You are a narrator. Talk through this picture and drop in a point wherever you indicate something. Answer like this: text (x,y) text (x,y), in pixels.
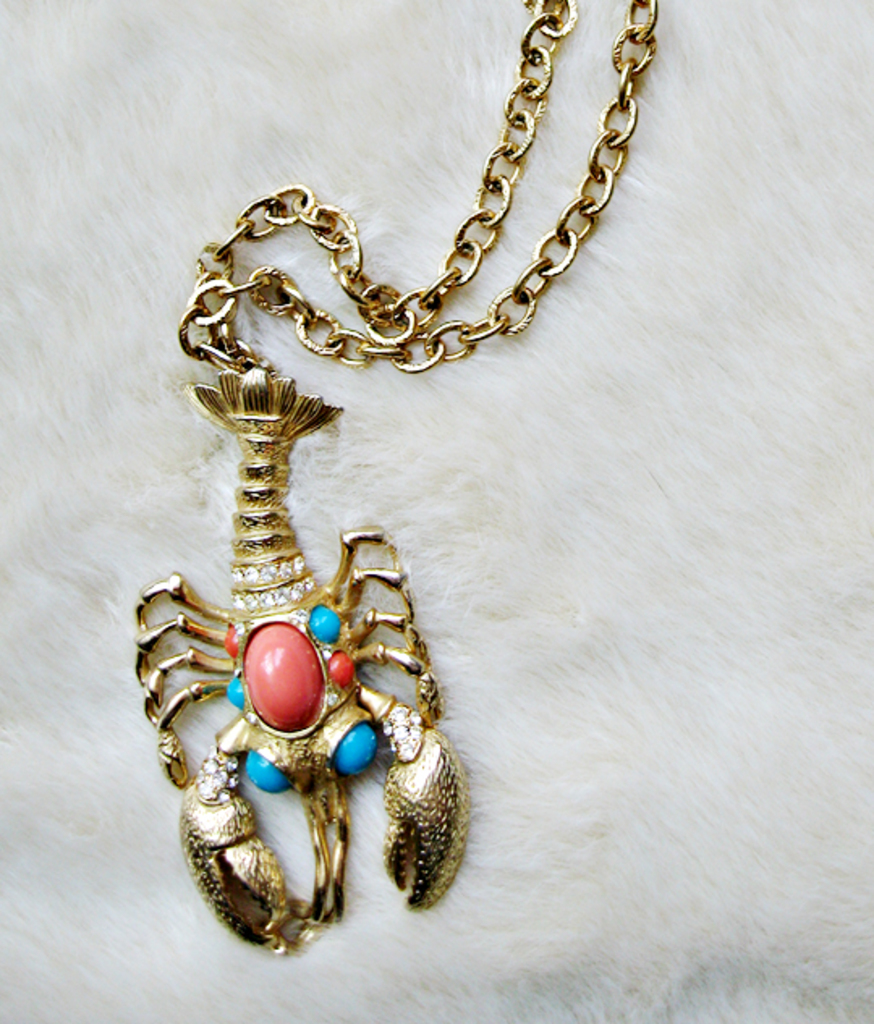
In the image there is a chain (259,275) attached with a lobster locket (249,406).
